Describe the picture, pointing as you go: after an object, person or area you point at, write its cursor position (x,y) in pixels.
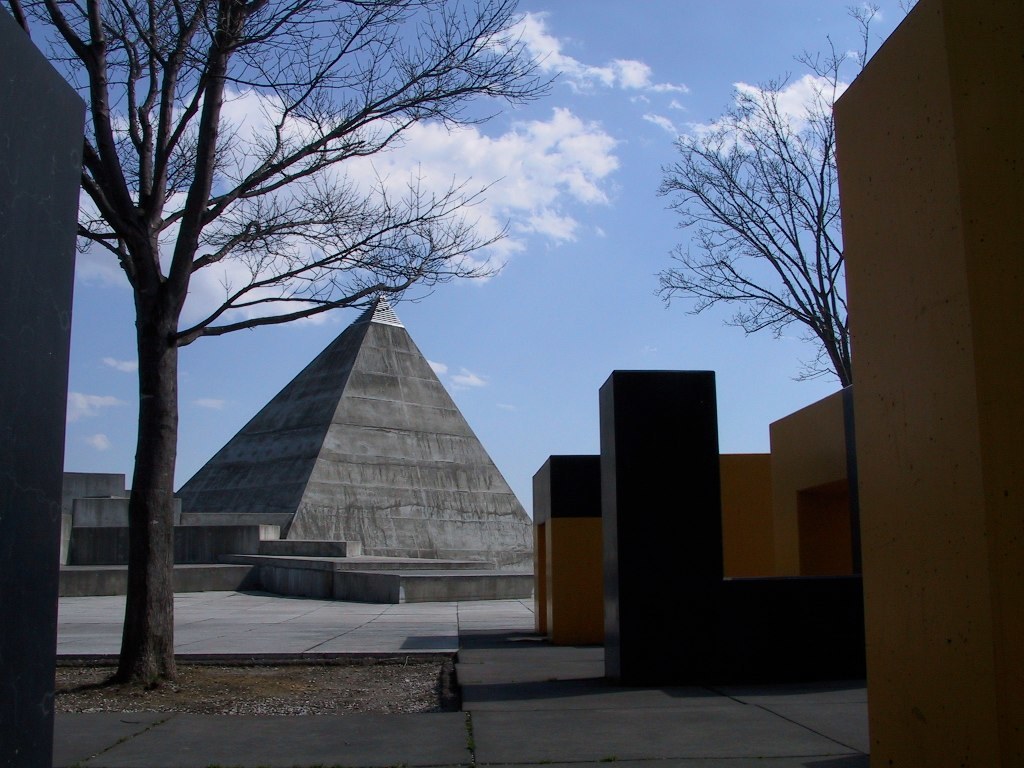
In this picture the object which is at back look like pyramid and this is the tree (188,270).
